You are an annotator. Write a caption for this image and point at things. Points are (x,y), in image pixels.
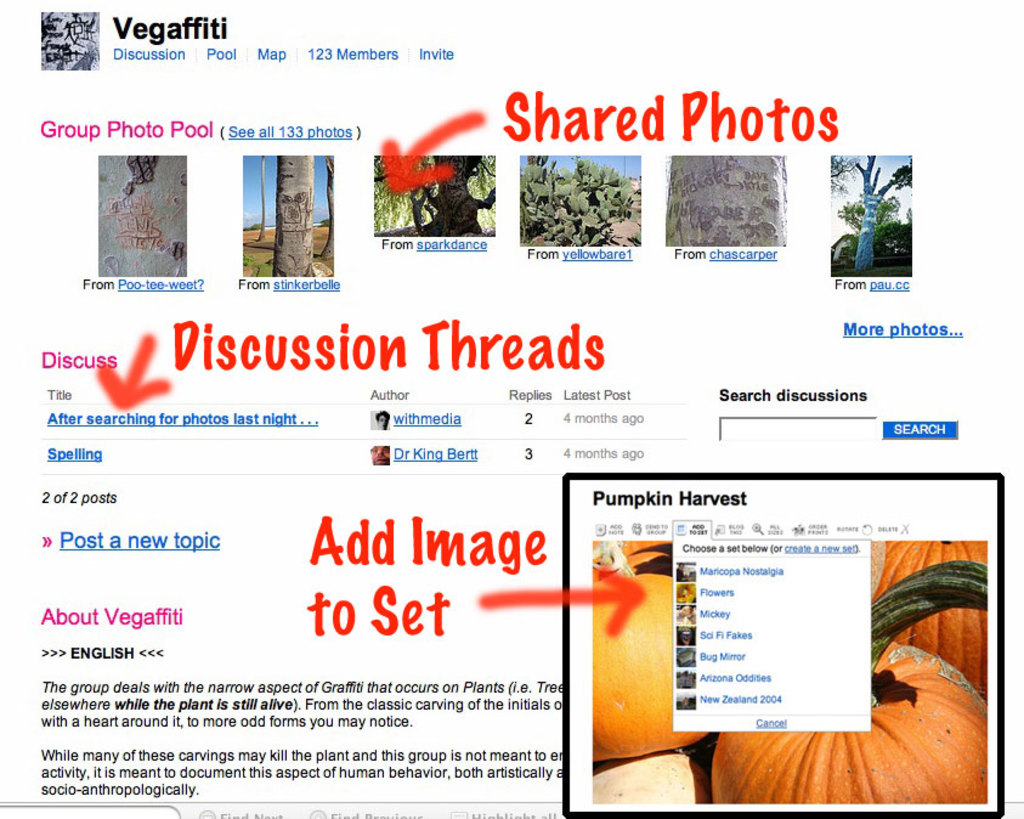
In the image it looks like it is a screenshot from some website. There are different pictures (260,155), texts (93,356), arrow marks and at the bottom right side (950,749) there is another image (674,763). In that there are pumpkins (670,603) and some other texts (686,551).
